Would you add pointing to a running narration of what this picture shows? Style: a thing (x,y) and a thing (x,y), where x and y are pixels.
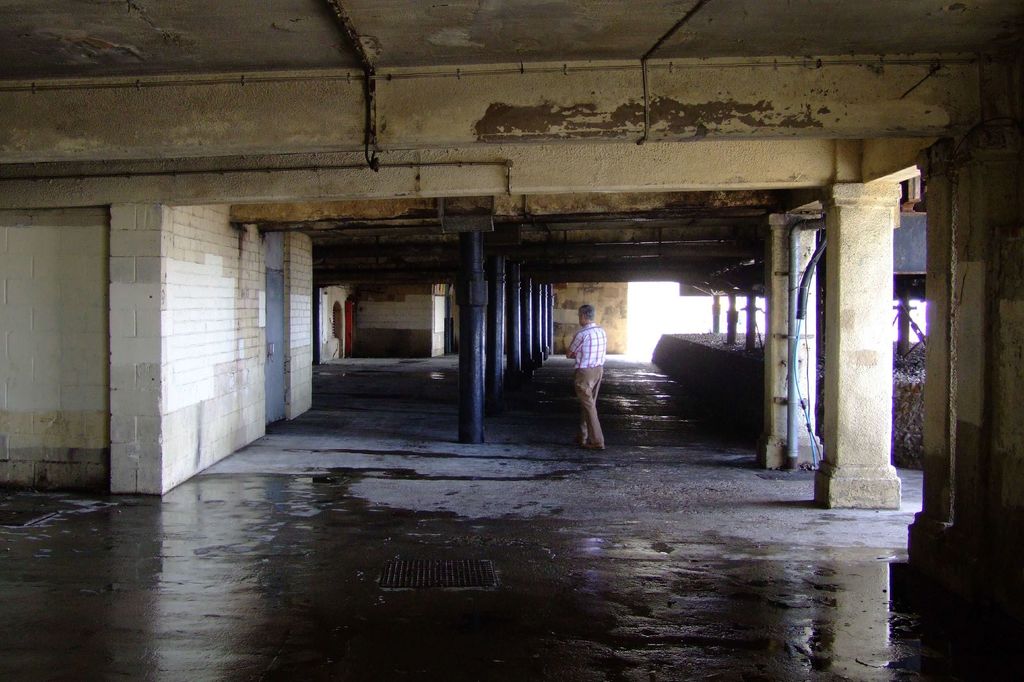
In this image, I can see a person (598,383) standing. These are the pillars (544,332). This looks like a building (416,104). Here is a door (276,324). This looks like a manhole (422,573), which is closed. These look like the pipes (791,415), which are attached to the walls (780,333).
